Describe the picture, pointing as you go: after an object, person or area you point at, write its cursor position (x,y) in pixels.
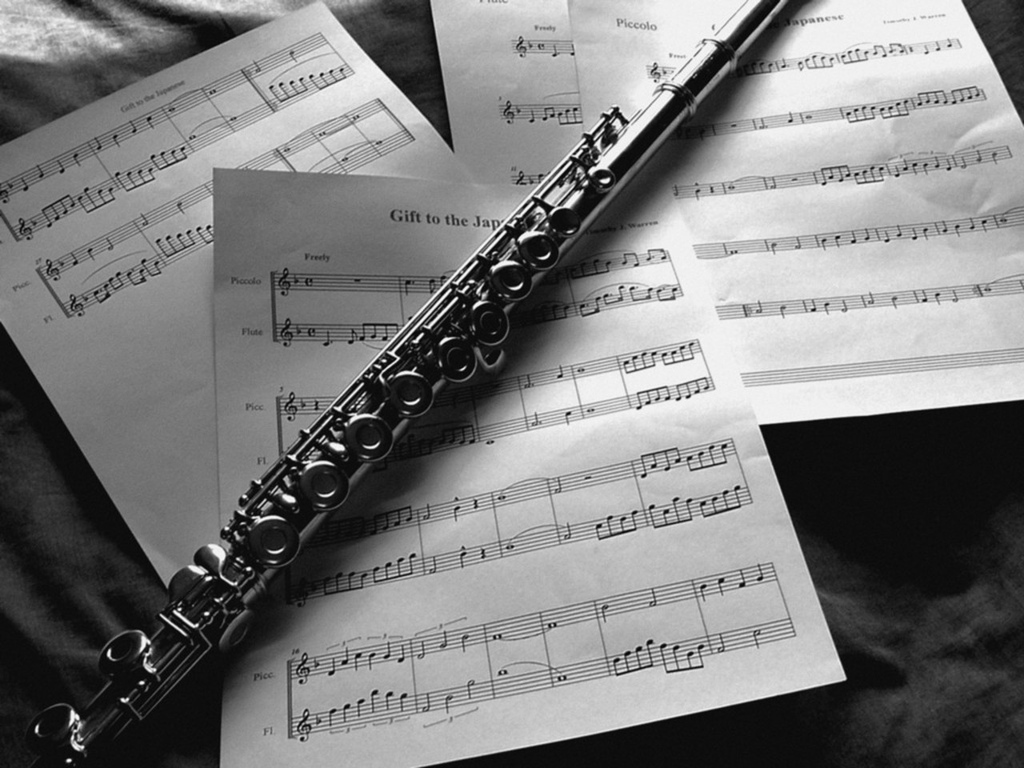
Here in this picture we can see a flute (426,405) and some papers (324,362) with musical notes (96,152), all present on a table (93,93).
